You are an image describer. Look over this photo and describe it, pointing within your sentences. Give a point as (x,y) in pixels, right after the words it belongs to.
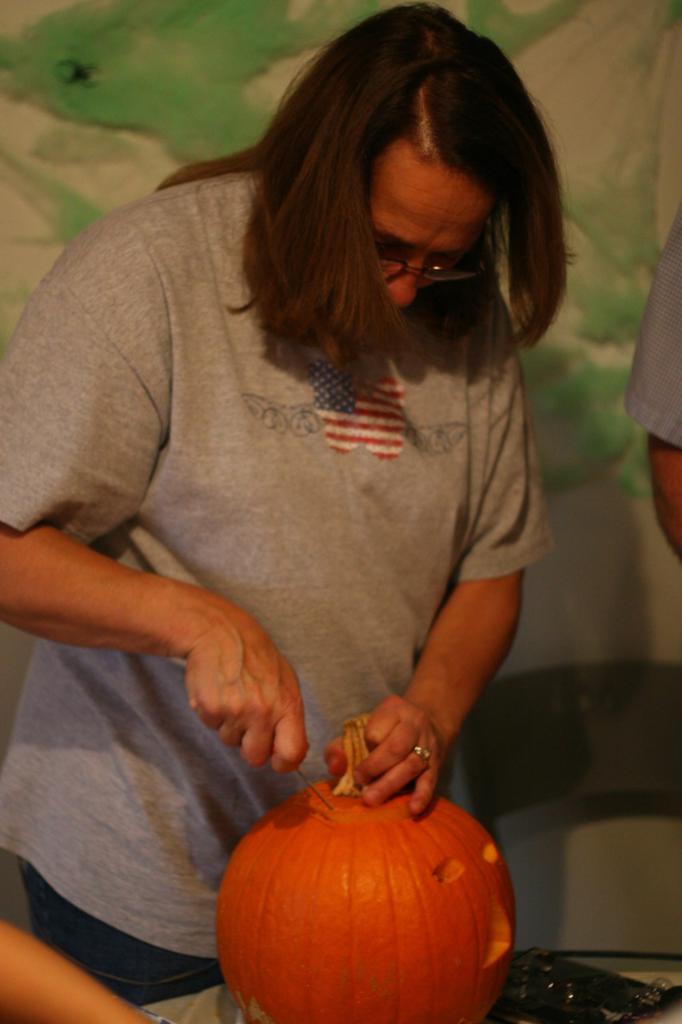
In the picture we can see a person (90,794) standing and cutting a pumpkin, the person (212,447) is wearing a T-shirt (99,794) and with a long hair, in the background (611,384) we can see a wall (21,198) with green and white in color.
